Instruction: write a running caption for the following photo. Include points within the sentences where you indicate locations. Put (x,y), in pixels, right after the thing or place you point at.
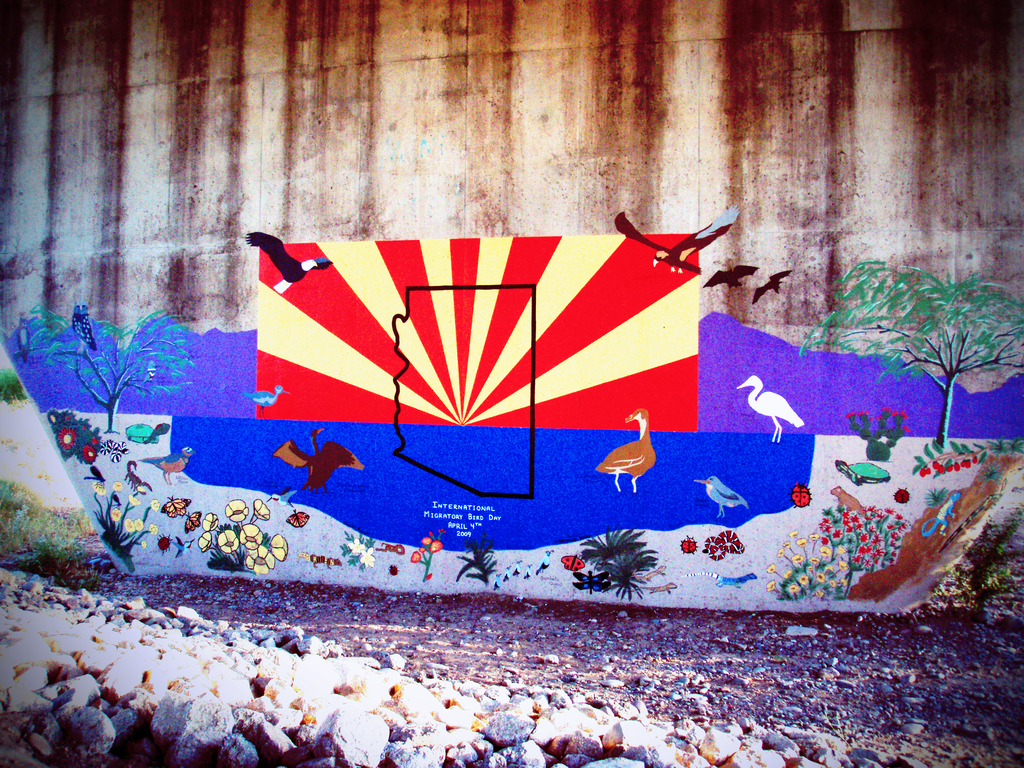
An outdoor picture. This is a painting (406,333) on a wall (604,333). On this painting (619,444) there are birds (665,251), flowers (250,532) and plants (648,563). This are stones (263,730).
